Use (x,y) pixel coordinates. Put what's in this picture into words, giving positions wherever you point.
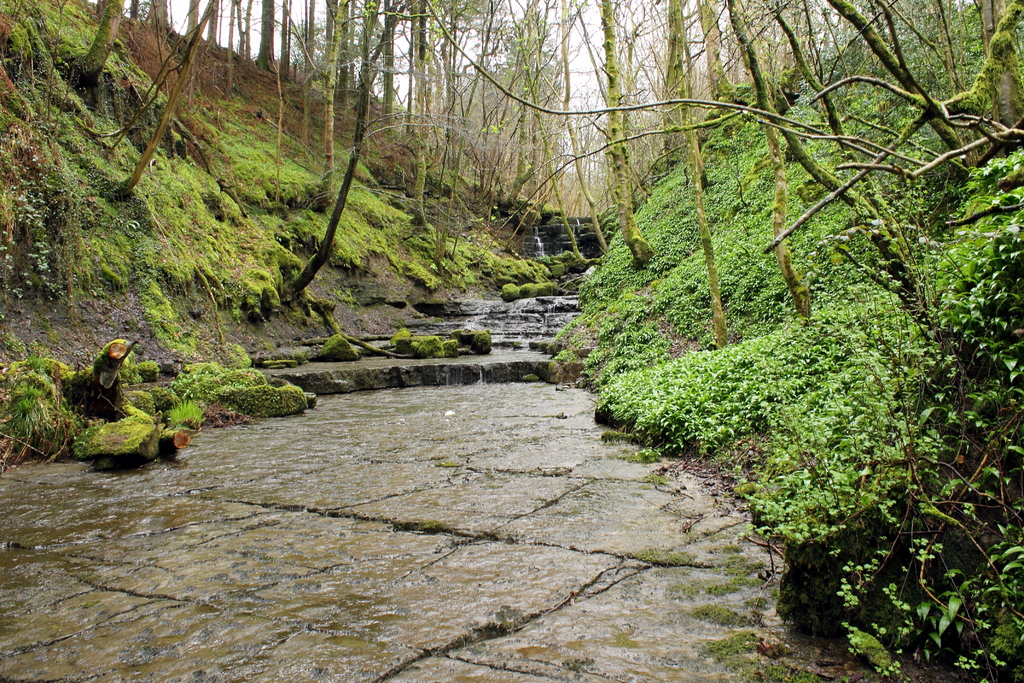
In this image I can see plants (718,157) and trees (472,87) in green color, background (598,105) the sky (636,17) is in white color.
